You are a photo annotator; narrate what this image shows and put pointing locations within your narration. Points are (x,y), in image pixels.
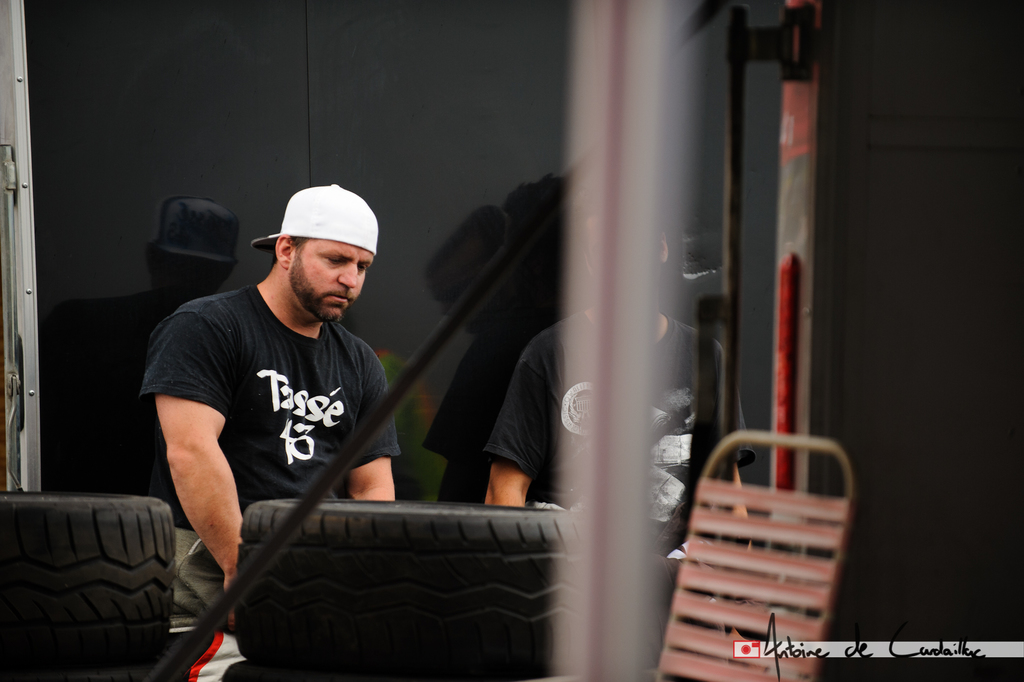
In the center of the image (377,436) there is a person (187,312) wearing a cap (354,192). There are tires (140,506). There is a chair (781,507).
